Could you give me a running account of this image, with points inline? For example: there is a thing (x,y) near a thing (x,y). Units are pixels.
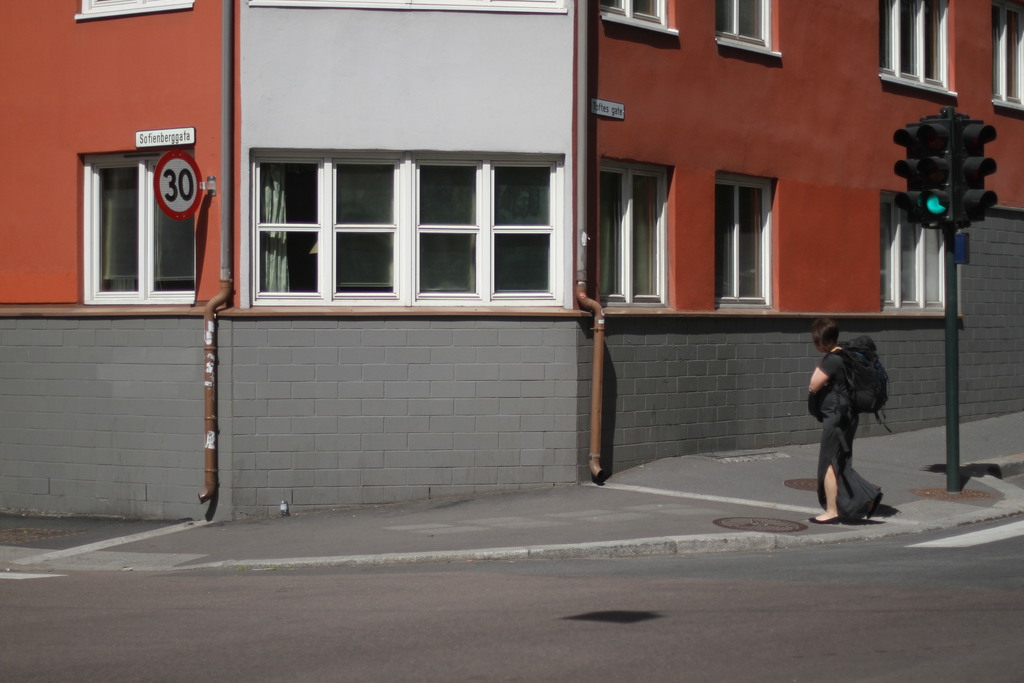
In this image I can see a person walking wearing black color dress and black color bag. Background (1001,221) I can see few traffic signals (929,225), a building (832,161) in white and brown color and I can also see few window (390,167).
